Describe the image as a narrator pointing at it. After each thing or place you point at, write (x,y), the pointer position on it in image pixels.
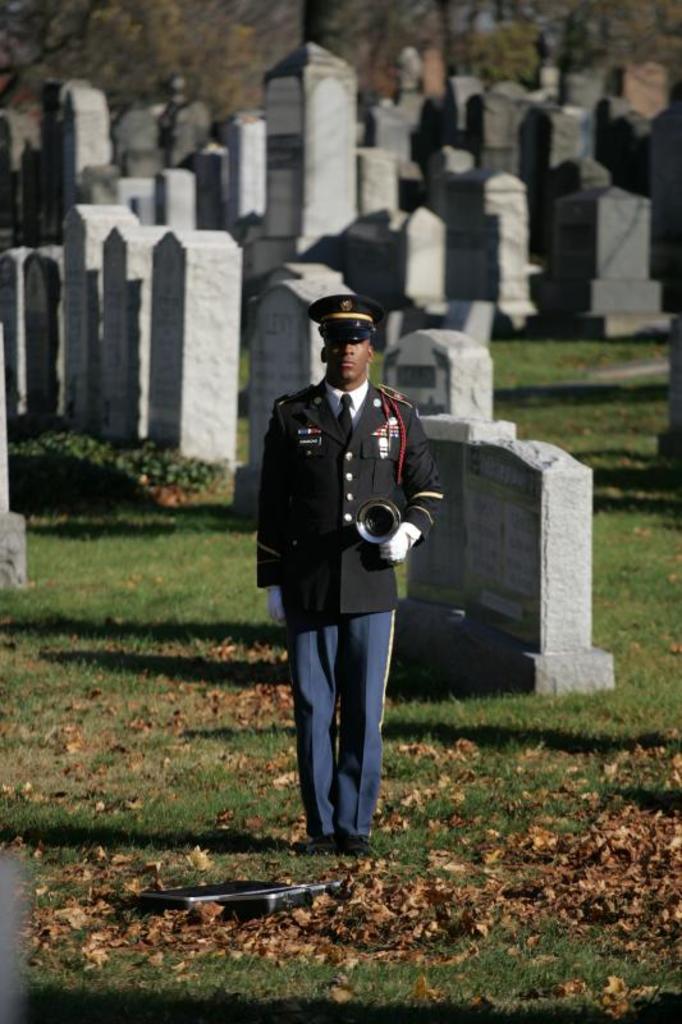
In this image we can see trees (137,55), gravestones (534,476), person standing on the ground (217,818) and shredded leaves (348,913).
